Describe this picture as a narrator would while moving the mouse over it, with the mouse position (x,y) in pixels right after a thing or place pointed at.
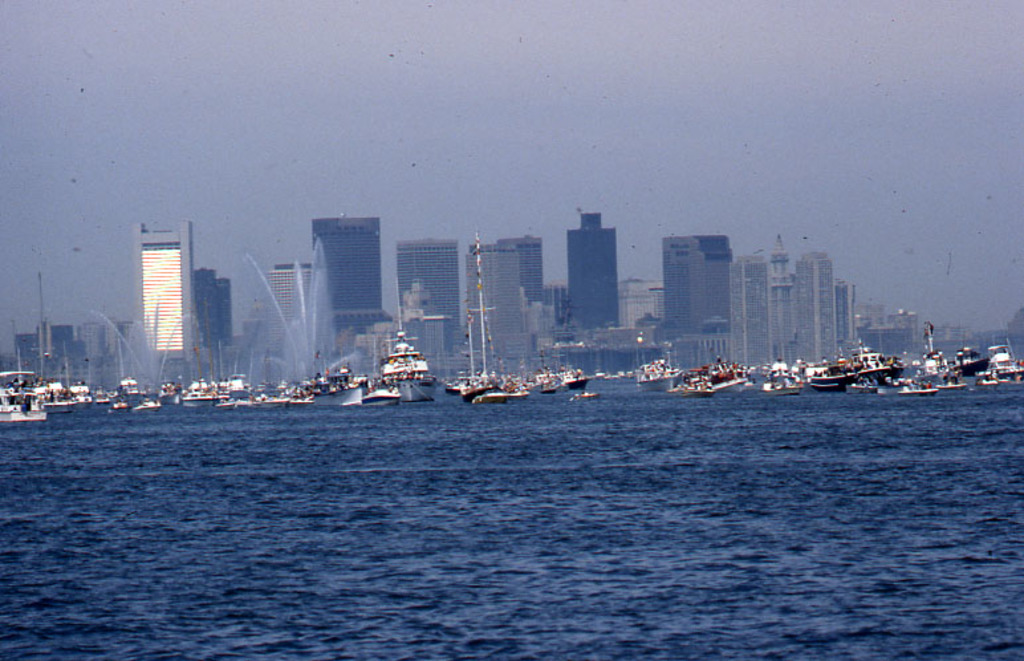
Above this water (353,491) there are boats (866,368). Background (852,321) there are buildings (376,298).
